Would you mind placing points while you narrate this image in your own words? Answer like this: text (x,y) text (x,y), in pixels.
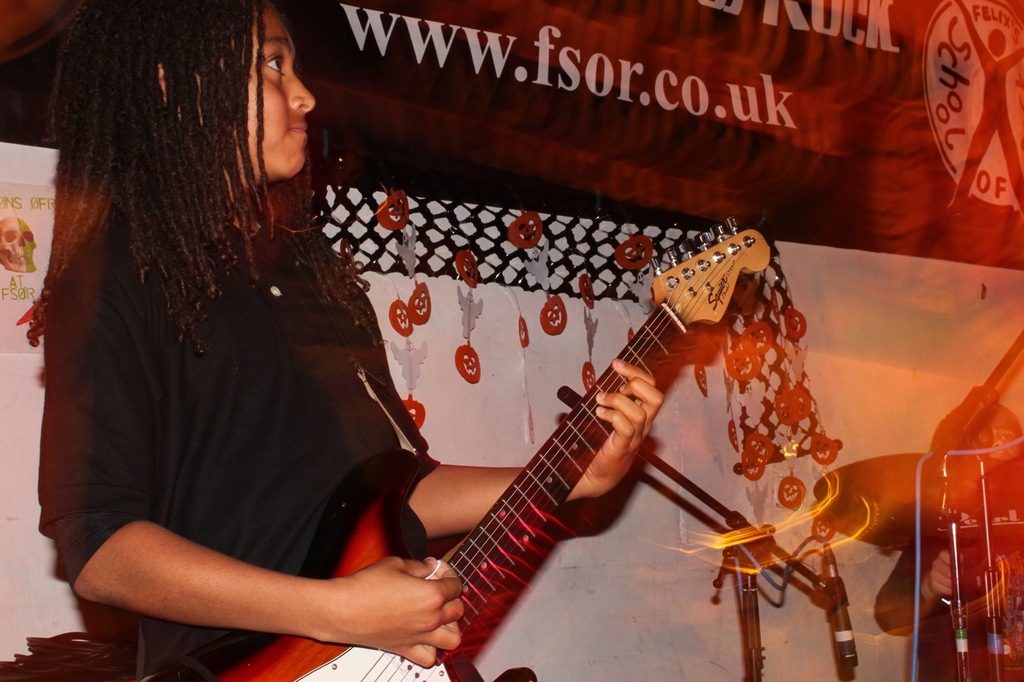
a person (240,286) is standing wearing a black t shirt (246,344), playing a guitar (470,568). behind her there is a banner (793,191) on which www. fsor. co. uk is written.
